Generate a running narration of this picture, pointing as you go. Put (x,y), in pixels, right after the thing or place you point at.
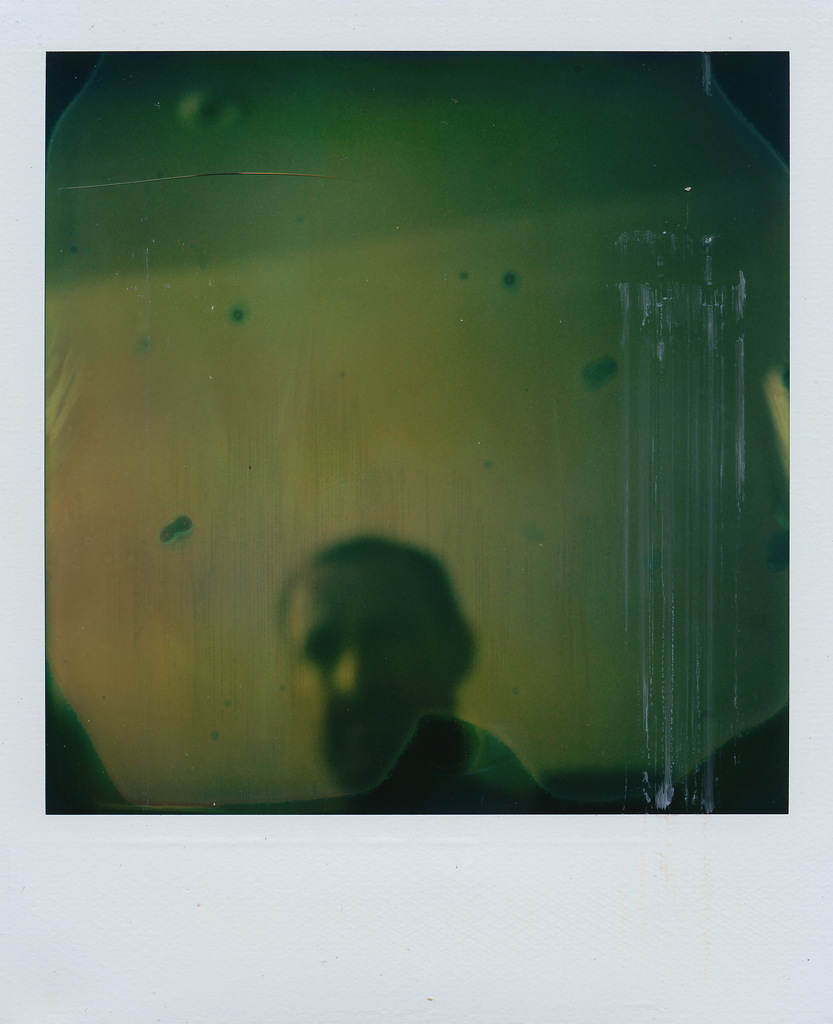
In the picture I can see the face (344,651) of a person (376,610) and there are some other objects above it.
